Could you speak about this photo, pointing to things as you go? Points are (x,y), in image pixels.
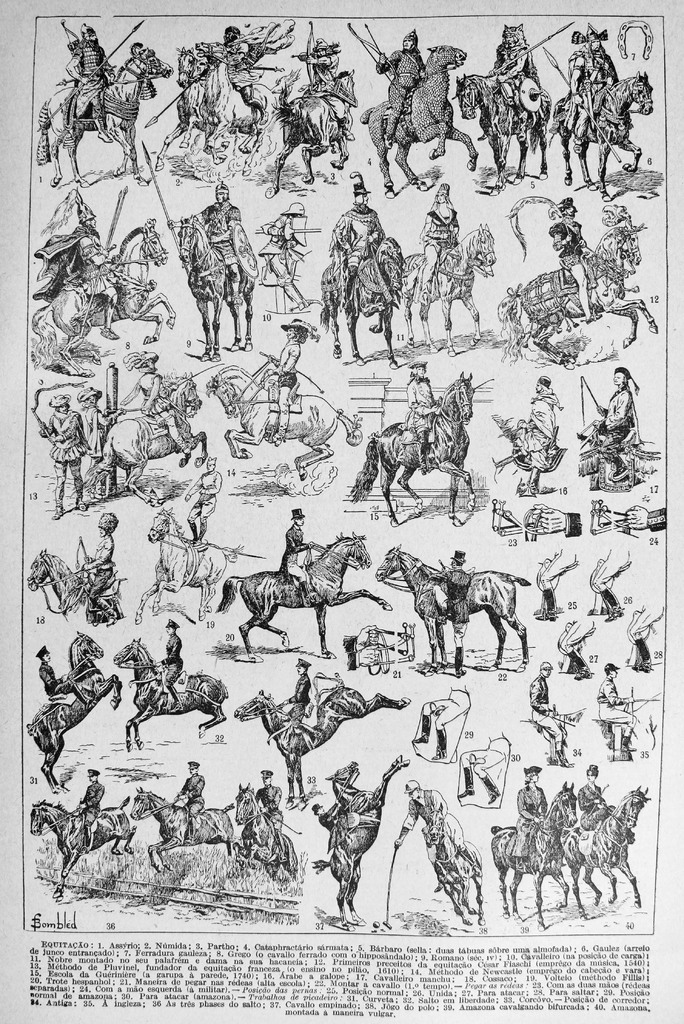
In this image there is a paper (571,646). On the paper (298,678) there are pictures (516,841) of horses (554,840) and people (384,65) sitting on the horses (444,430). There are people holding weapons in their hands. Below the pictures (132,823) there is text (370,989) on the paper (398,974).
